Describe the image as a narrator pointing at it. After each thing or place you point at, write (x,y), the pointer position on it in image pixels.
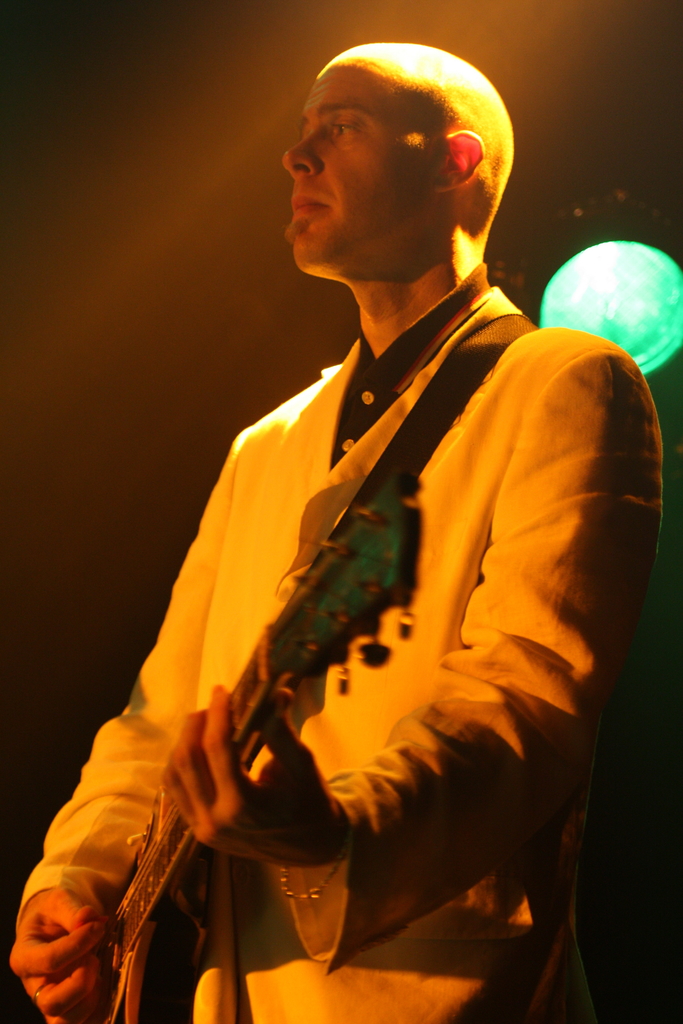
In this image there is a man (309,898) standing and playing guitar (413,530).
